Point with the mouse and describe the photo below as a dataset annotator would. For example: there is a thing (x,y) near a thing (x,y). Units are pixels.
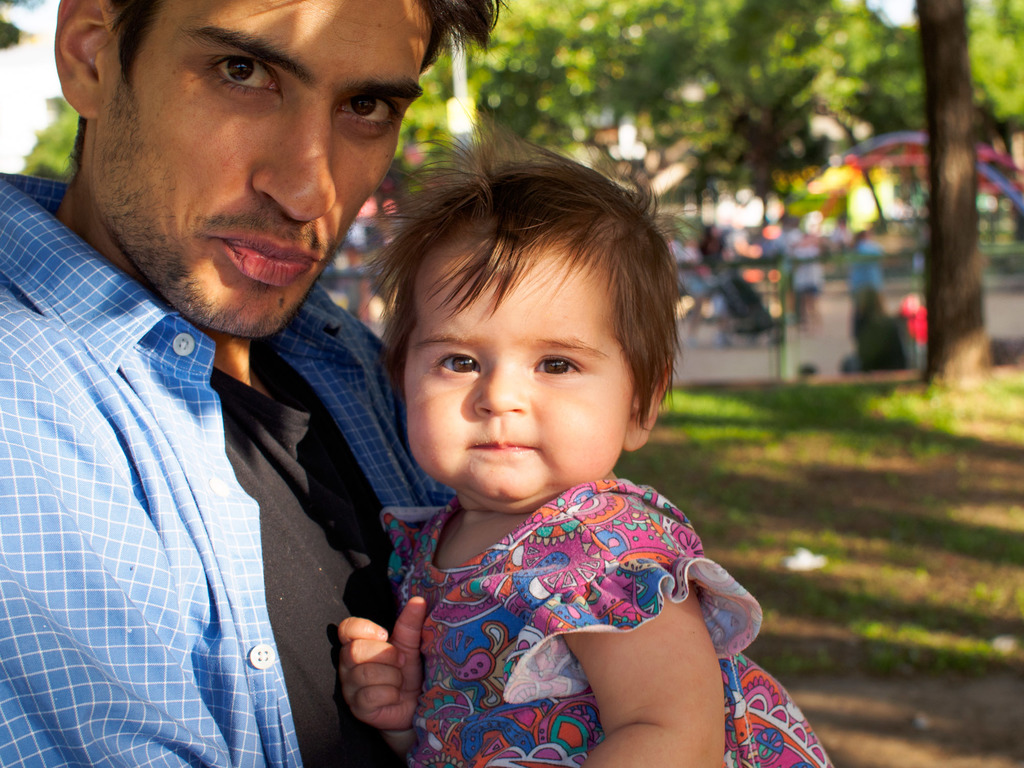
In the foreground of this image (190,376), there is a man (258,557) carrying a girl (569,615) in his hand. In the background (869,442) there is the grass (819,401), tree (790,86) and the remaining objects (783,340) are unclear.
